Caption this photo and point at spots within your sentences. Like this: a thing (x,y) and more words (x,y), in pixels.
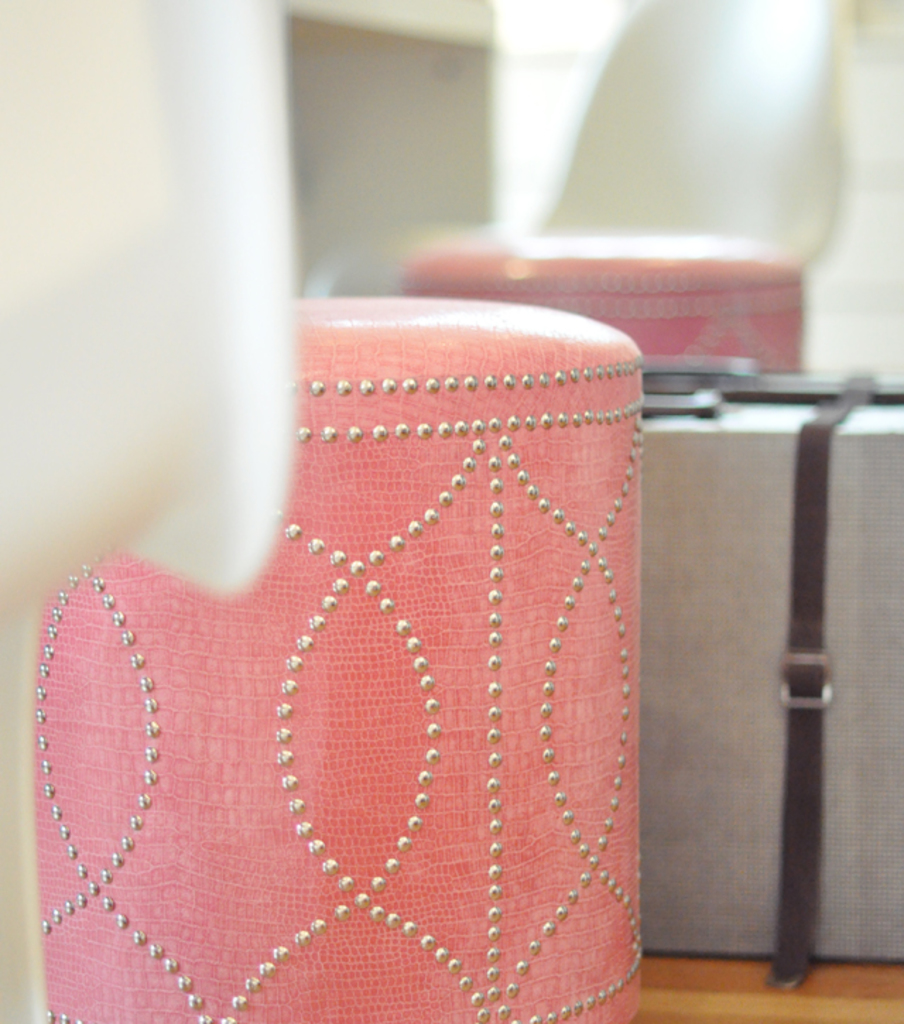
There is a pink object (352,896) which has silver dots (363,907). There is a briefcase (765,709) at the right (772,653) and the background (604,173) is blurred.
